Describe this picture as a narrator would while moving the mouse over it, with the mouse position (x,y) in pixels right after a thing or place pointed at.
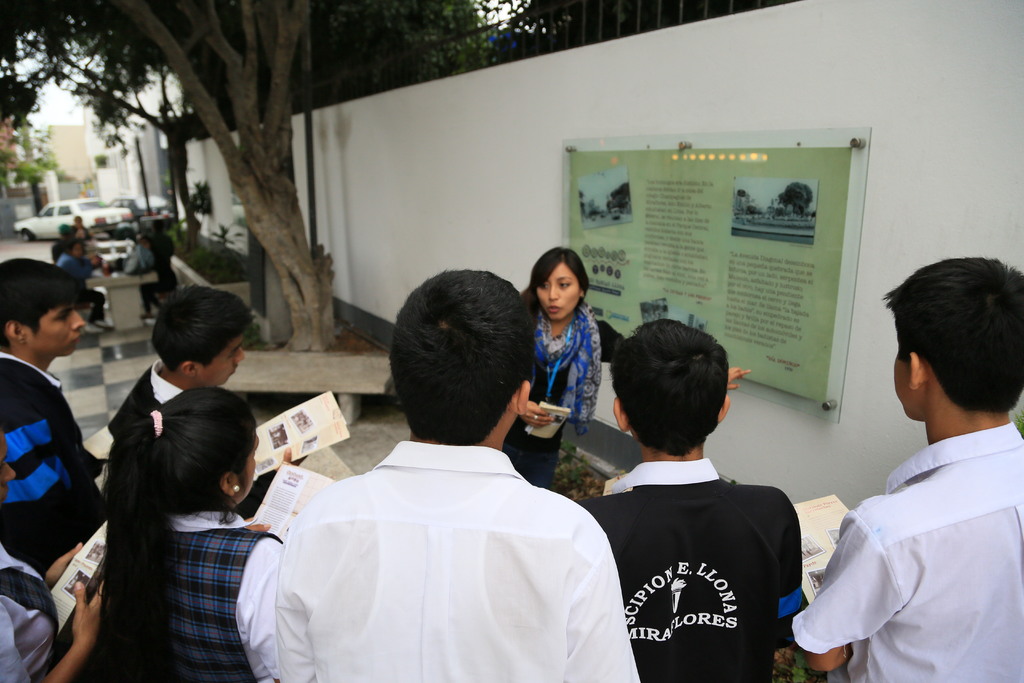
In this picture we can see some people (404,441) are standing in the front (346,580), some of them are holding cards (270,443), on the right side (933,168) there is a wall (947,168), we can see a board (828,227) pasted to the wall (871,199), there are some people (72,258) sitting on the left side (72,271), we can see trees (112,48) in the middle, in the background (49,218) there is a car (72,212).
